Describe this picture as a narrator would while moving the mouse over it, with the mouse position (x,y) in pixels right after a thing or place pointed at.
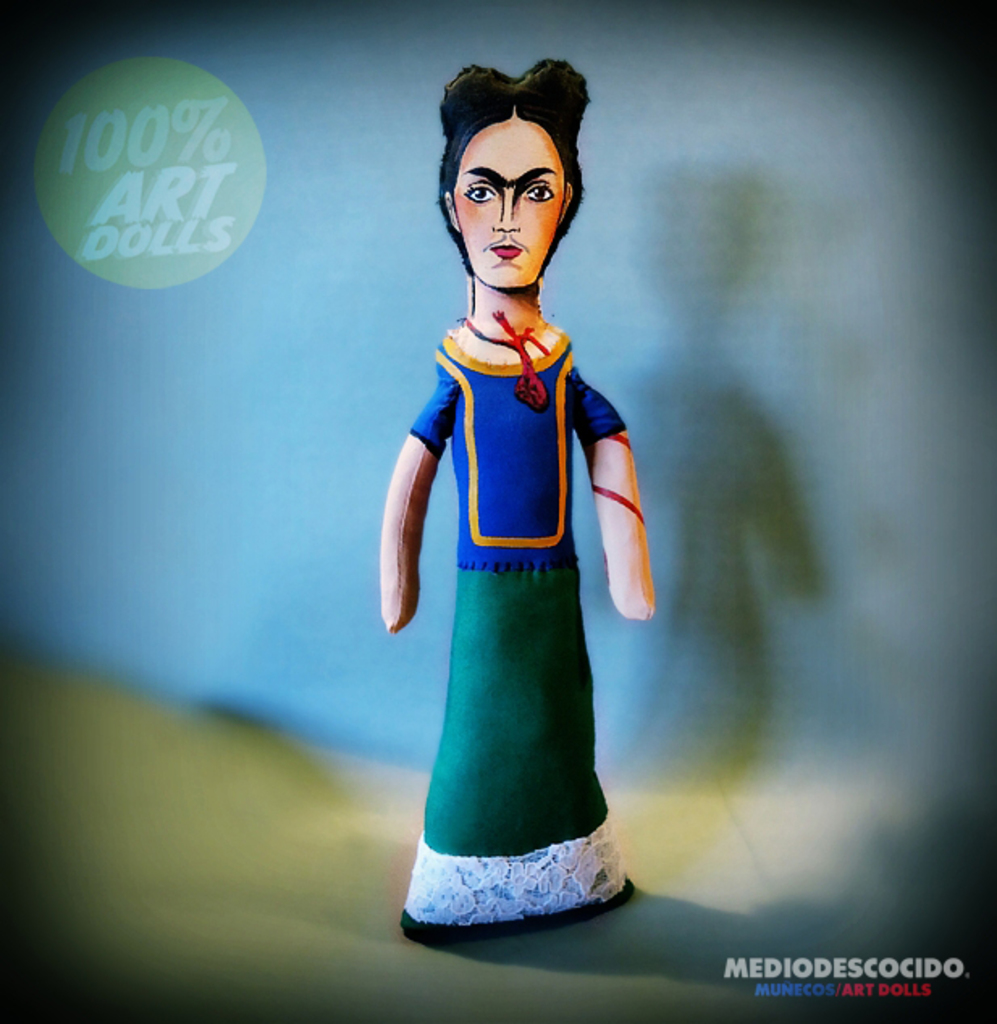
In this image we can see a toy (509,871) on the surface (354,929). This part of the image is slightly blurred. Here we can see the logo (126,203) on the top left side of the image (209,179). Here can see the watermark (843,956) on the bottom right side of the image (891,962).
